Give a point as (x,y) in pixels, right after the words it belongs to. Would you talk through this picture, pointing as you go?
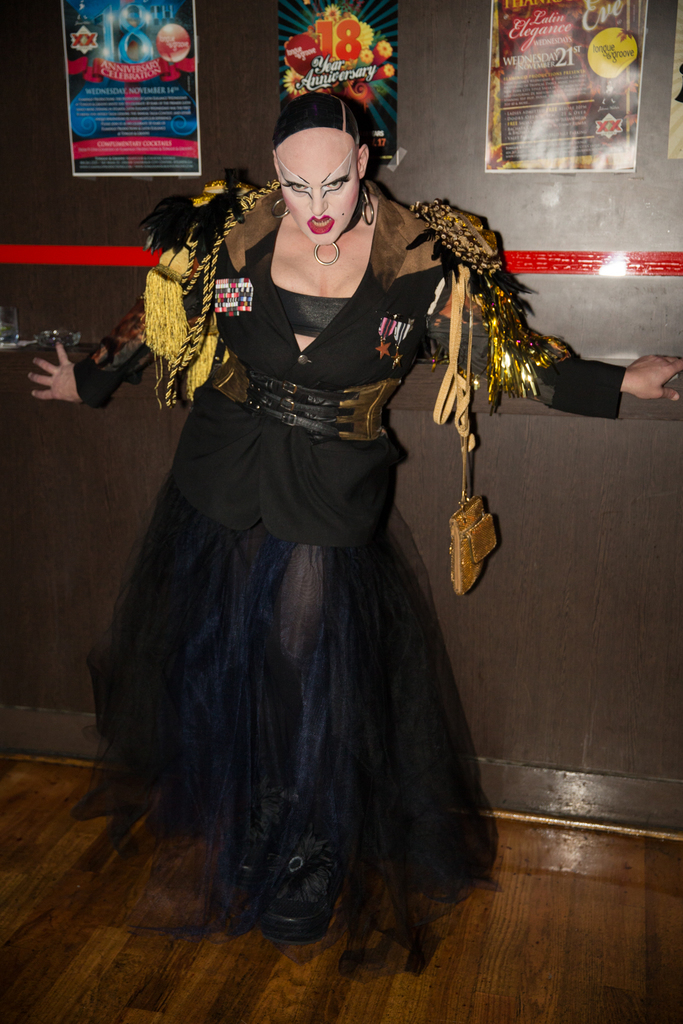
In this picture we can see a woman (246,469) wearing black costume (273,491), standing in front (343,365) and giving scary pose to the camera. Behind we can see the black wall (439,186) with paper posters (134,110).
